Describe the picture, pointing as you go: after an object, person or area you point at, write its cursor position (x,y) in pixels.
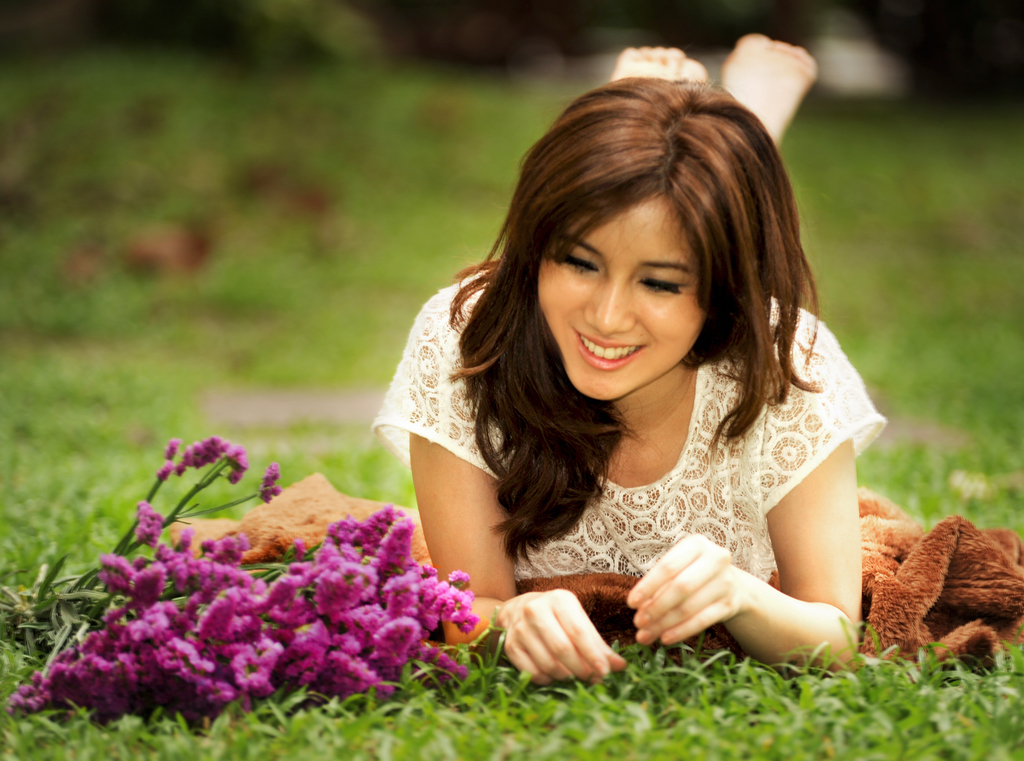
In this image I can see woman (543,447) lying on the garden (684,698). She is wearing white color dress (717,508). We can see purple color flowers (424,580) and green grass (669,665). I can see brown color cloth (937,564).
